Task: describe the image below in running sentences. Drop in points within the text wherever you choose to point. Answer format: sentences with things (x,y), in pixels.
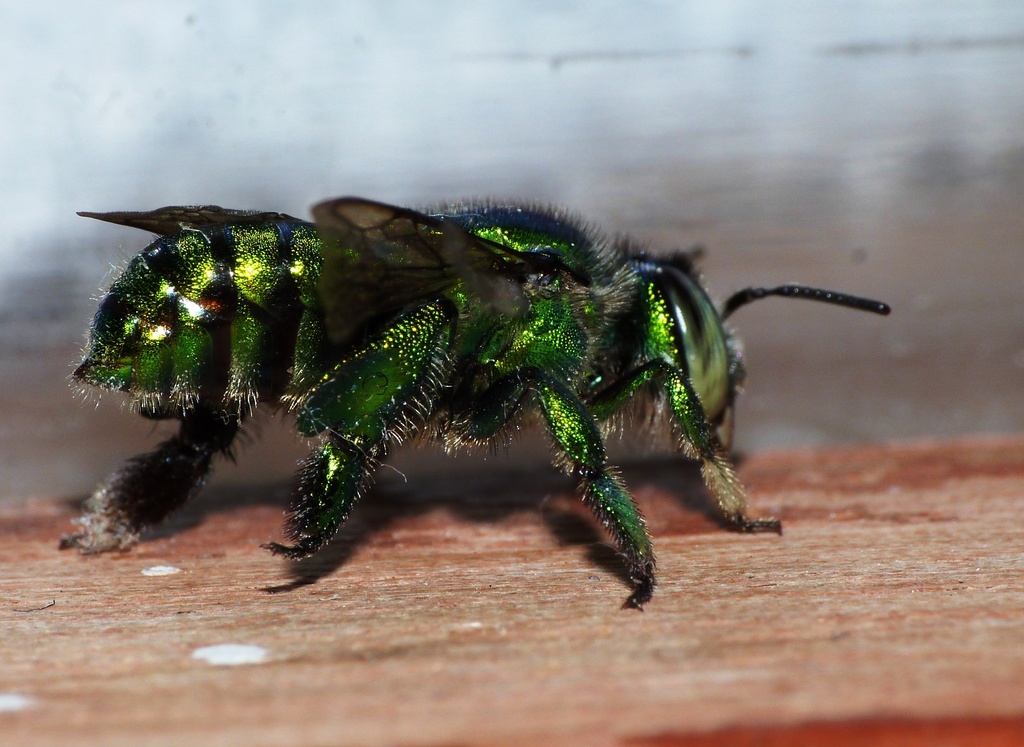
In the foreground of this image (923,464), there is a green insect (539,271) on the wooden surface (602,598) and the background (617,120) image is blur.
